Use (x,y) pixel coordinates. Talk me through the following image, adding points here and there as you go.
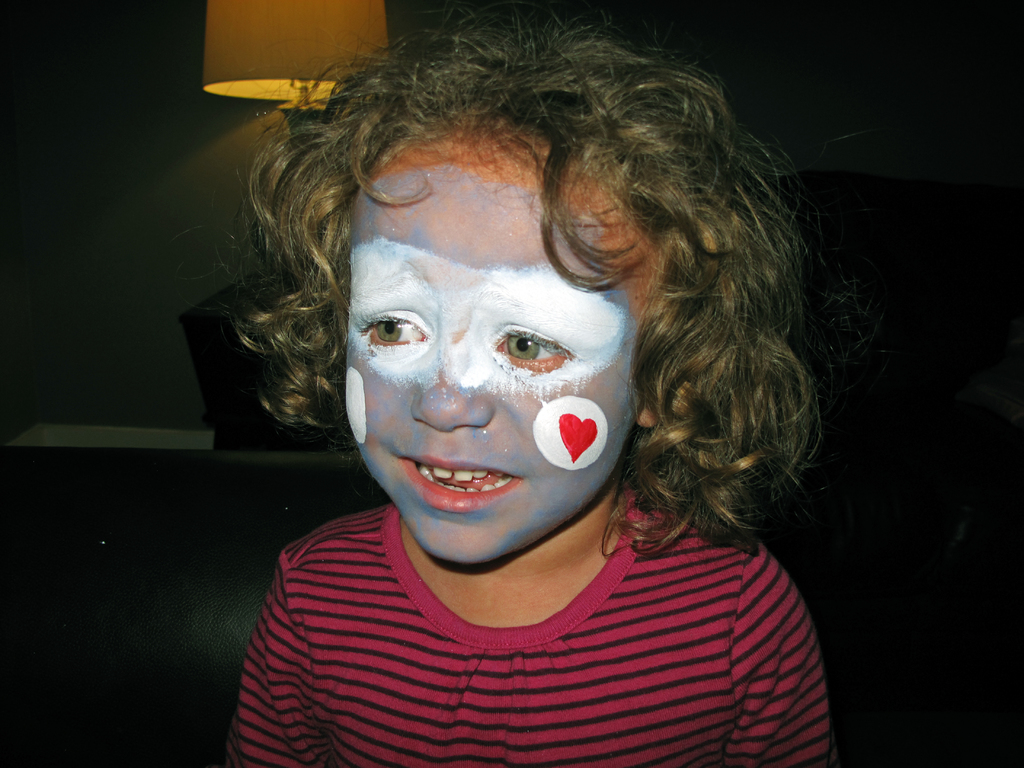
In this image a baby (590,460) is standing and she painted her face (447,370) with few colors. There is a lamp (288,59) at the top left most of the image (262,46).
